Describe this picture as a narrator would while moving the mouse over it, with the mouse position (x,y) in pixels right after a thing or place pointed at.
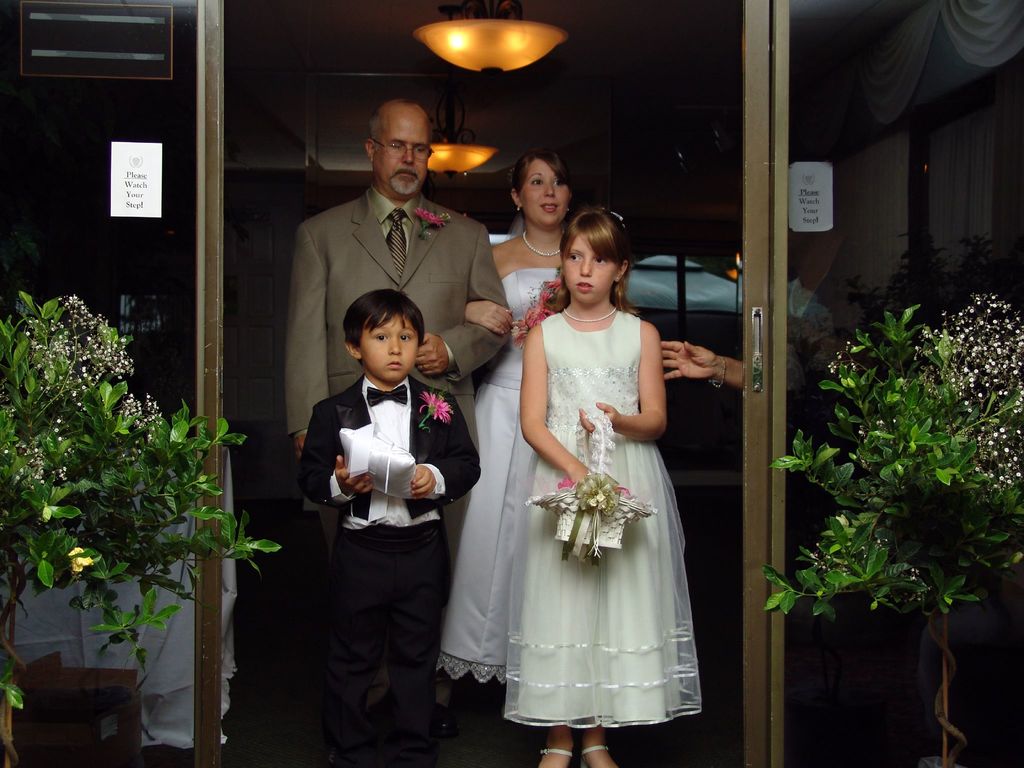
As we can see in the image there are group of people (537,168), plants (115,550) and there is a light (508,40).
